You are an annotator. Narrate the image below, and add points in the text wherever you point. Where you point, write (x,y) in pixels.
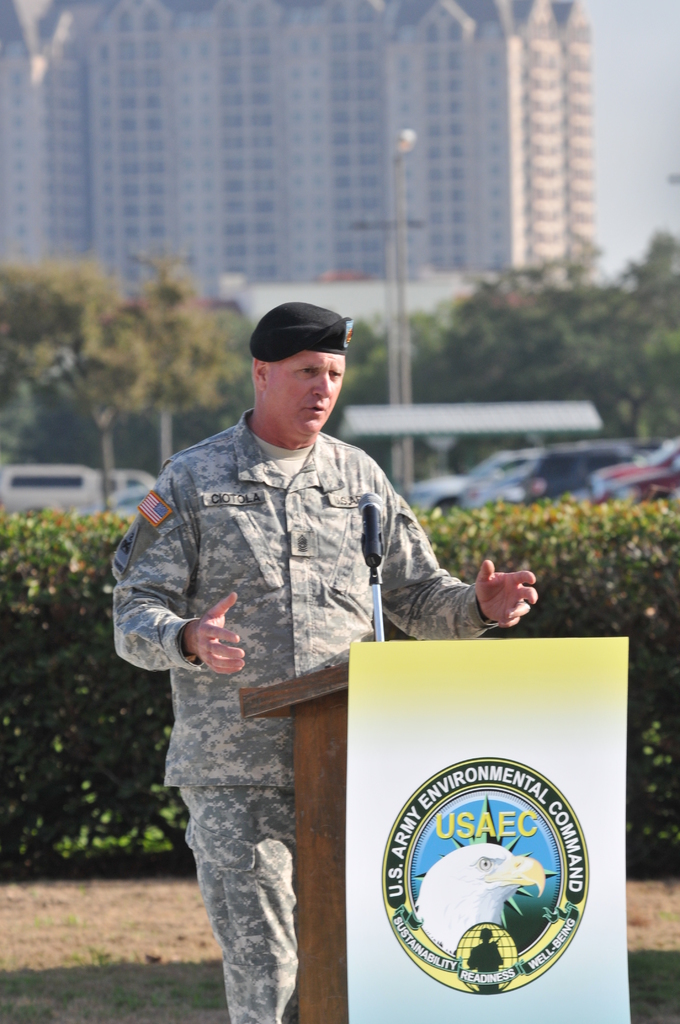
In this image we can see there is a person (209,521) talking. And in front (341,763) there is a podium (333,847) and a mike (370,537). And at the back (52,494) there are trees (520,382) and vehicles (486,472). And there is a street light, Building (437,25) and shed (521,414). And at the top (613,46) there is a sky (609,145).
